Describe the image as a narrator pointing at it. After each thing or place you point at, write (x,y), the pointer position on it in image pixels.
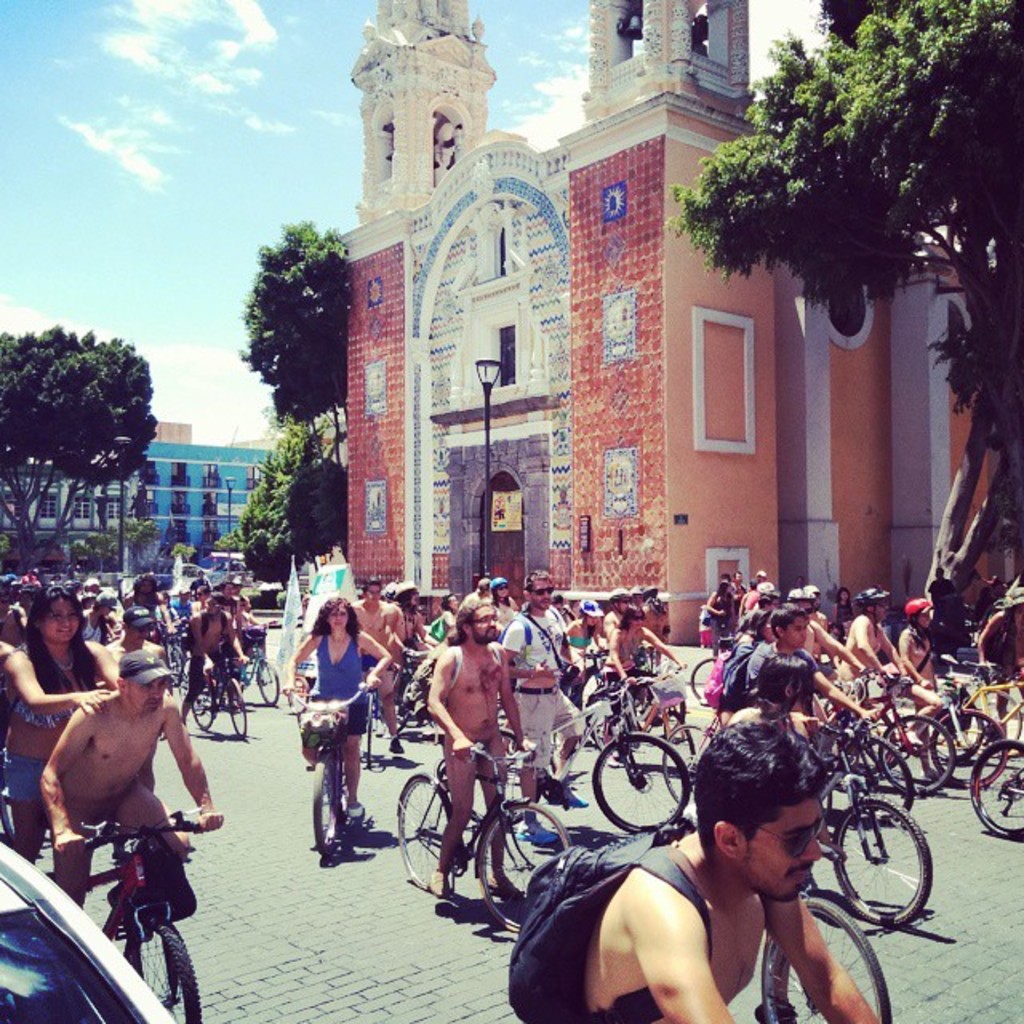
In this picture there are group of people (464,726) who are riding a bicycle (330,769). There is a bag (541,908), basket (334,738), building (477,385), street light (487,397), trees (103,450), vehicle (63,964). Sky (76,247) is blue and cloudy.
